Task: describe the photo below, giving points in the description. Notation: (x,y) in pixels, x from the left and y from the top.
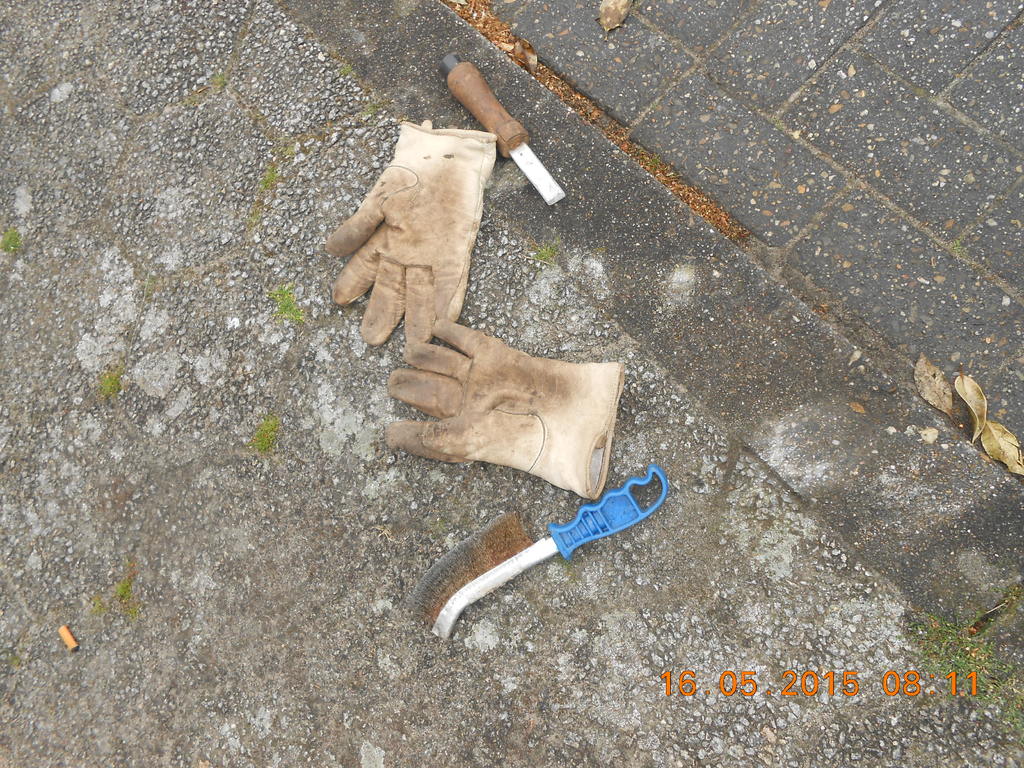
There are gloves (518,390), brush (524,527), and a tool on the road (526,99).
